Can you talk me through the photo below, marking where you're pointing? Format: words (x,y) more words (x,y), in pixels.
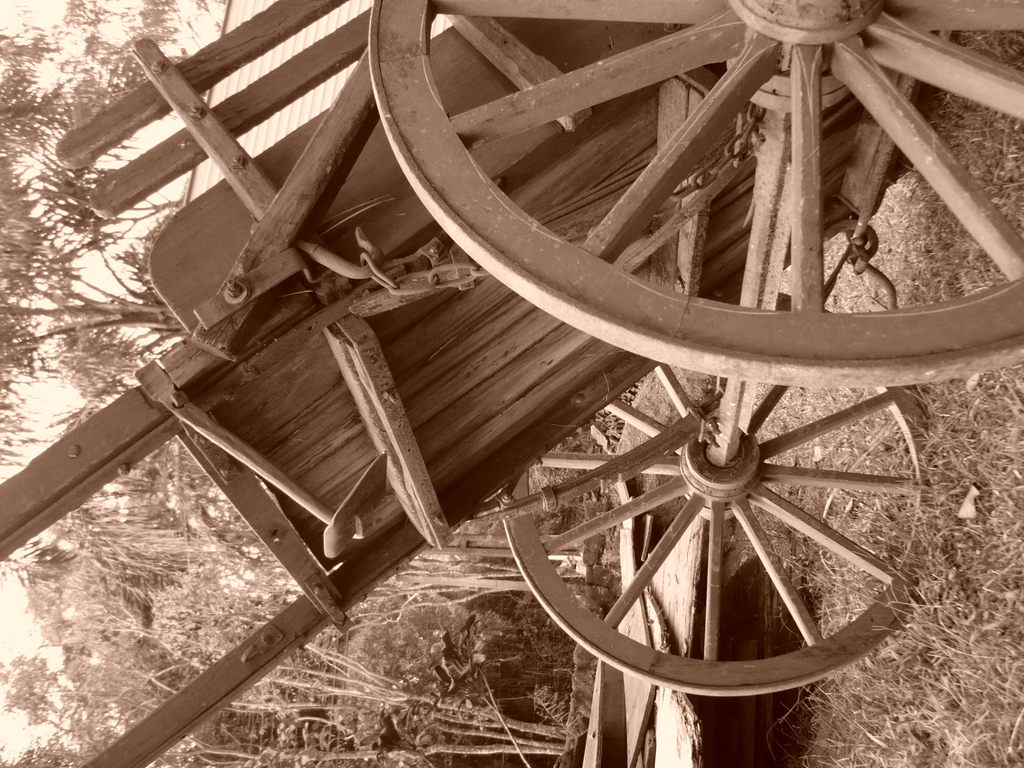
In this picture I can see there is a bull cart (871,626) it is made of wood (831,640) and there is grass (932,228) on the floor (792,455) and there are trees (36,110). The sky (128,34) is clear.
